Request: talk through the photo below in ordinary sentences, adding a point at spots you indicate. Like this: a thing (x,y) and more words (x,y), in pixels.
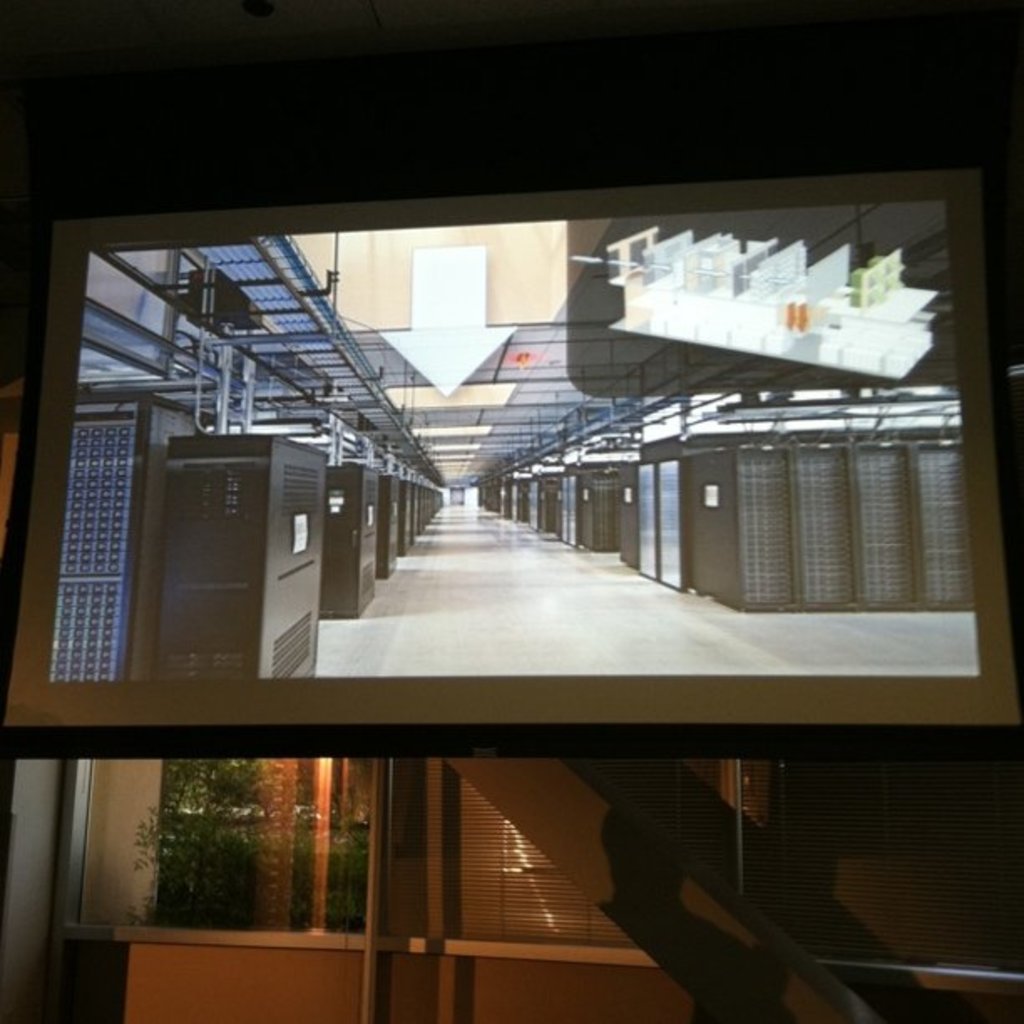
In this image there is a screen (445,653) having picture (532,569) of few objects (289,544) on the floor (415,597) are displaying. Background (25,972) there is a wall (19,253) having a window (202,916). From the window (210,826) few plants (210,826) are visible.
